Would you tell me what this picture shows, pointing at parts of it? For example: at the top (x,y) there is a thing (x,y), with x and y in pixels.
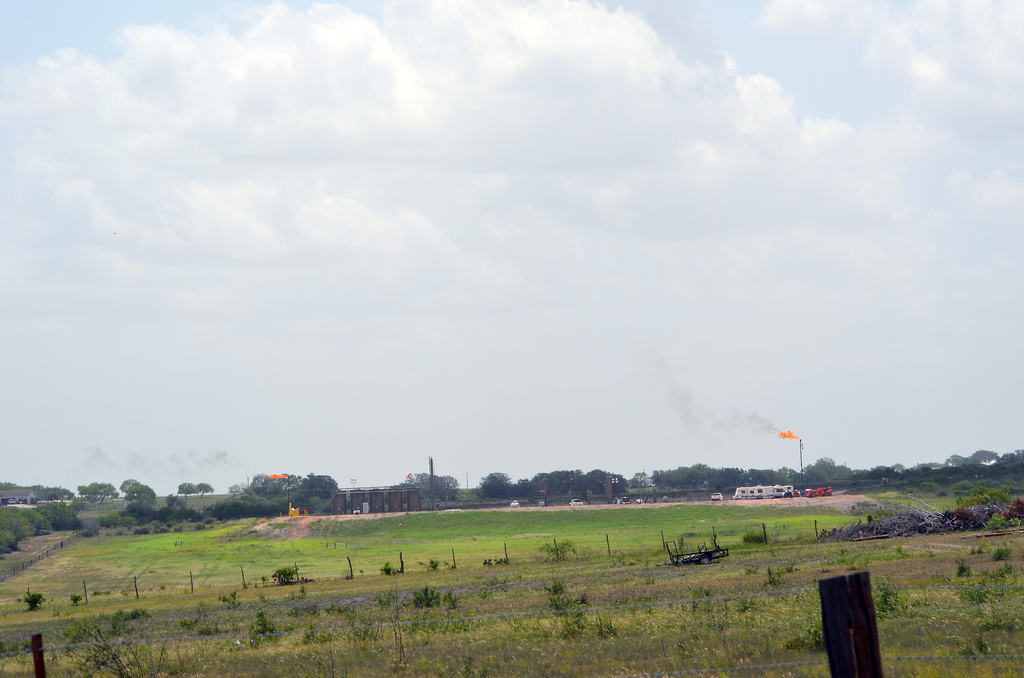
In this picture I can see at the bottom (516,580) there are plants (677,621), on the right side (798,440) it looks like the fire (783,438), in the background (139,512) there are trees (670,474). At the top (416,186) there is the sky (578,284).
